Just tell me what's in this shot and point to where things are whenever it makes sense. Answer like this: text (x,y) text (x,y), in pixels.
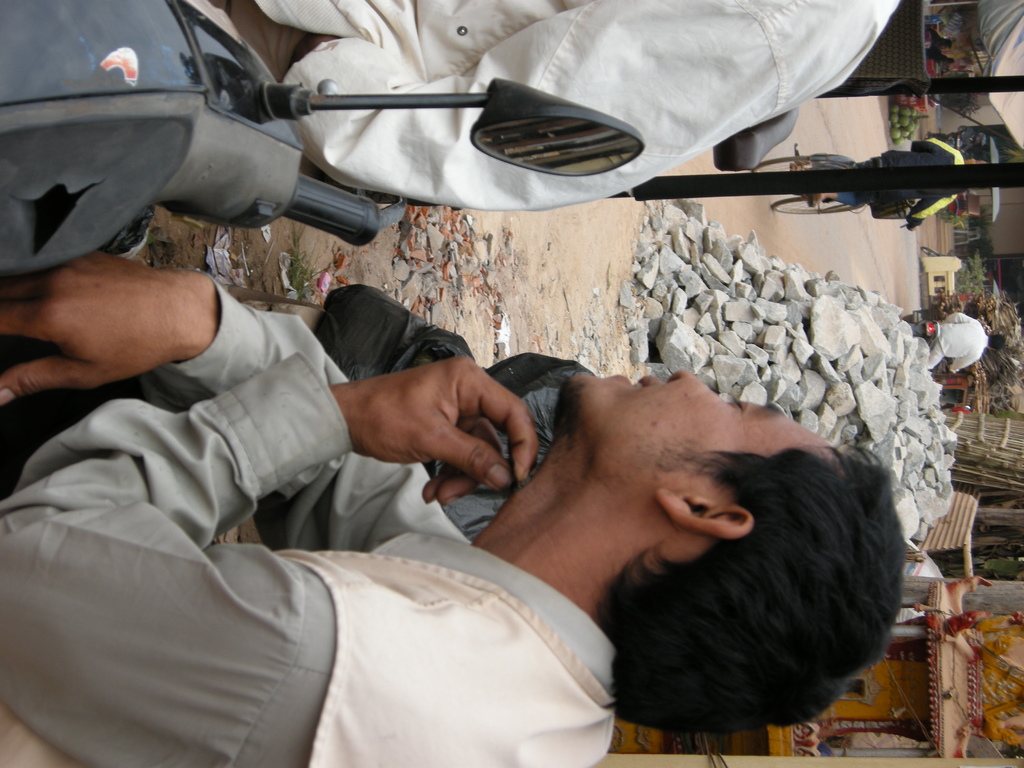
This image consists of a man (193,428) sitting on a bike (157,153). In the background (755,390), there are rocks (795,341). In the background (851,231), there is a road (544,234). In the background (851,204), there is a man (947,148) riding bicycle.
